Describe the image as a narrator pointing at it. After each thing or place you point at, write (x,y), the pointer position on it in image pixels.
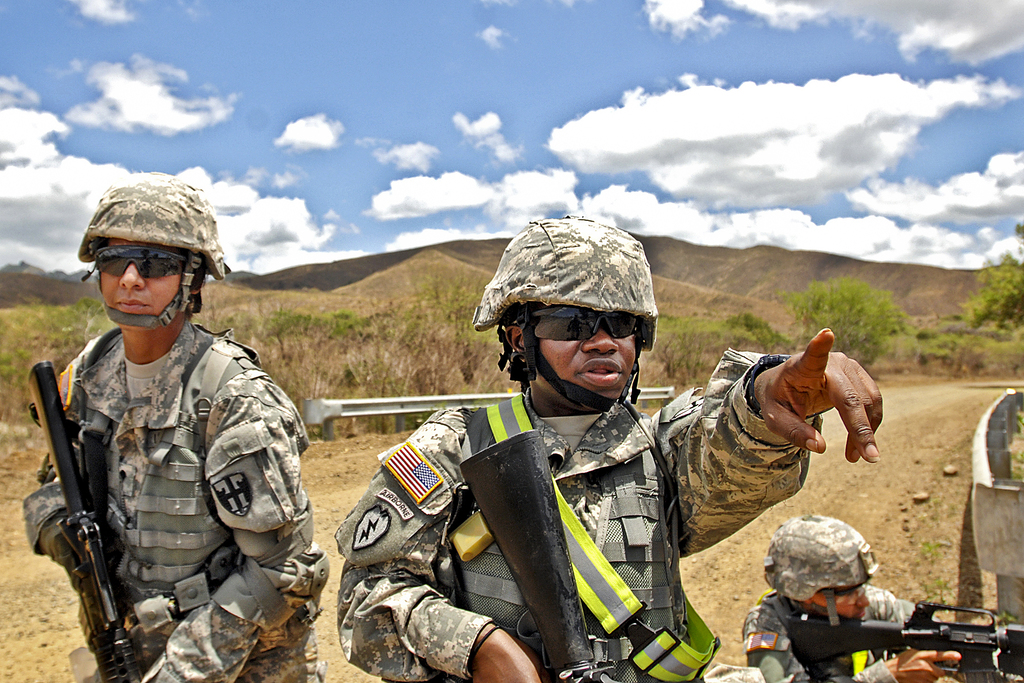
In this picture I can see couple of them standing and holding guns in their hands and they are wearing helmets (573,245) on their heads (547,239) and sunglasses (173,269) and I can see another man (867,593) holding a gun (979,649) on the side and I can see hills (413,261), trees (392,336) and few plants (447,343) and I can see a blue cloudy sky (354,127).
